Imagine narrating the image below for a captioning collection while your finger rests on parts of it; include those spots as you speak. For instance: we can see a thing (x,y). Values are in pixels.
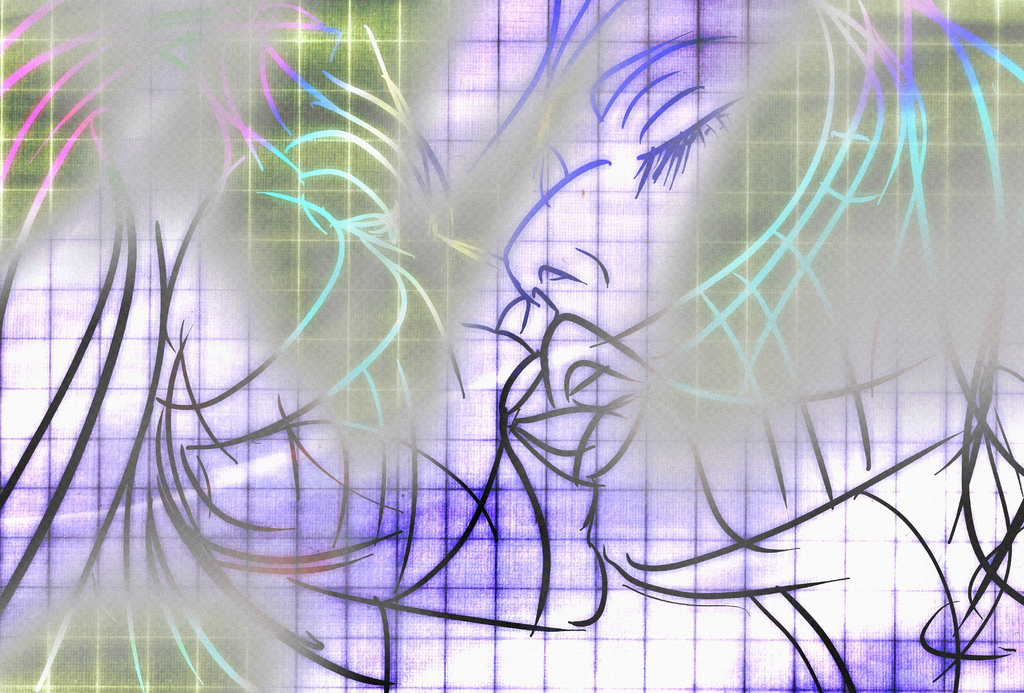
This is a graphical image of a person (624,421).
